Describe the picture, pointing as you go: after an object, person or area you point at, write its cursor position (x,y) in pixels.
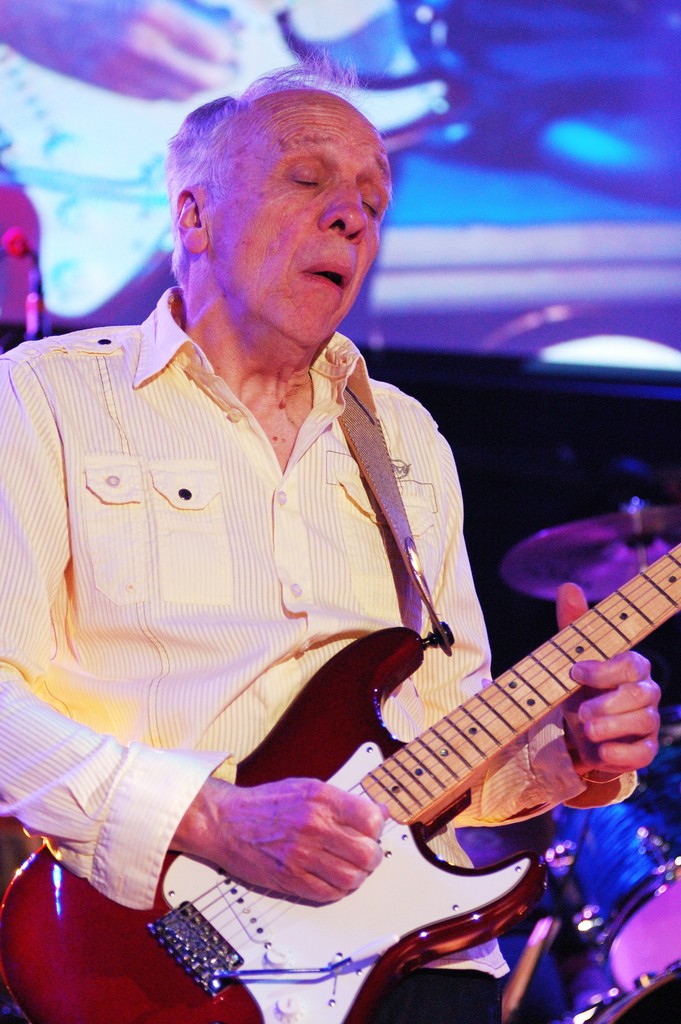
a person (346,834) is holding guitar (402,791). behind him at the right (622,888) there are drums (623,896).
